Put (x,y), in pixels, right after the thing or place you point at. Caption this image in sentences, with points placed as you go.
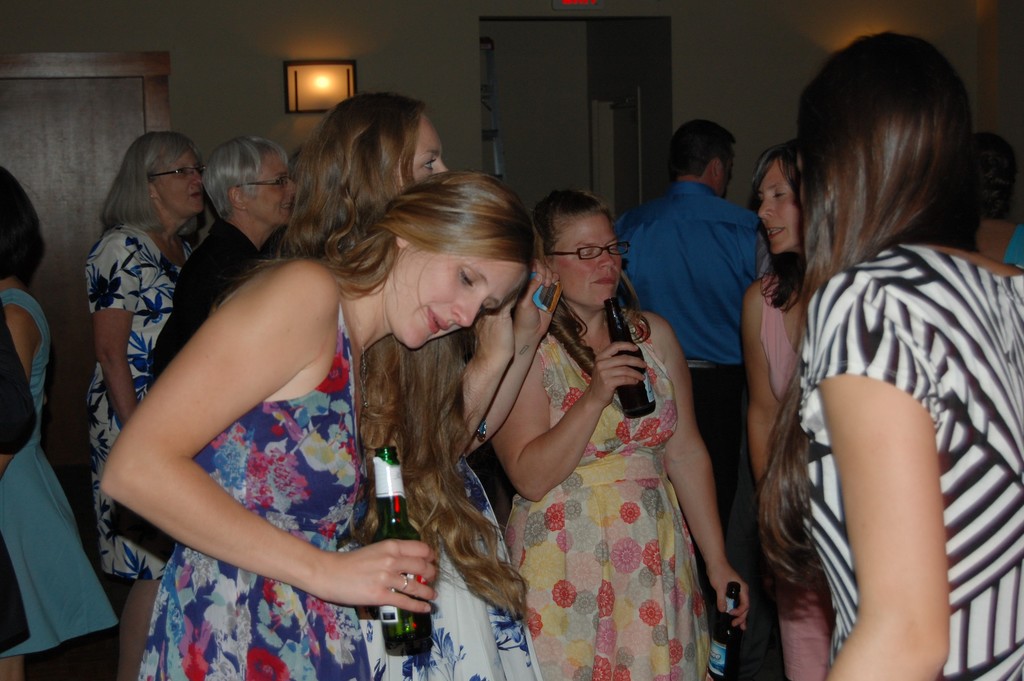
In this image we can see a few people (566,550) standing, among them some people (490,522) are holding the bottles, there are some doors (38,120), lights (312,79) and the wall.
